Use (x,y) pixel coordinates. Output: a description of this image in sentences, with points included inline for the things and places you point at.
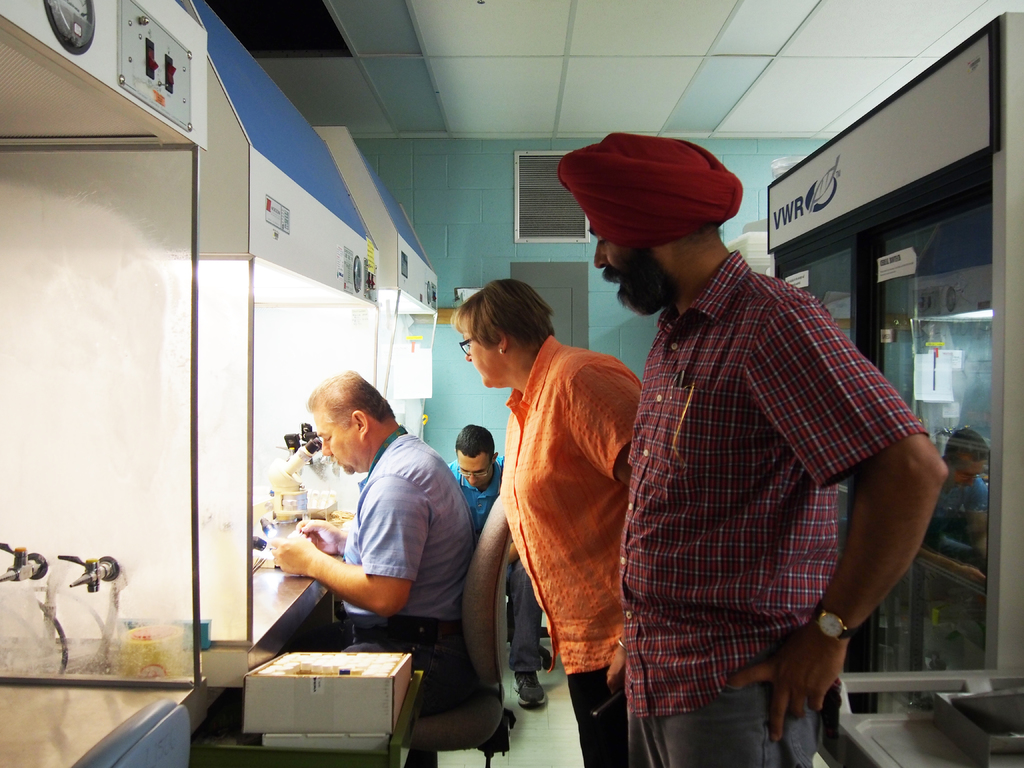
In this picture we can see four people (679,707) on the floor (537,712), two people (407,650) are sitting on chairs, two people (637,729) are standing, here we can see a box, taps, socket board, glass door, wall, roof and some objects (1021,194).
